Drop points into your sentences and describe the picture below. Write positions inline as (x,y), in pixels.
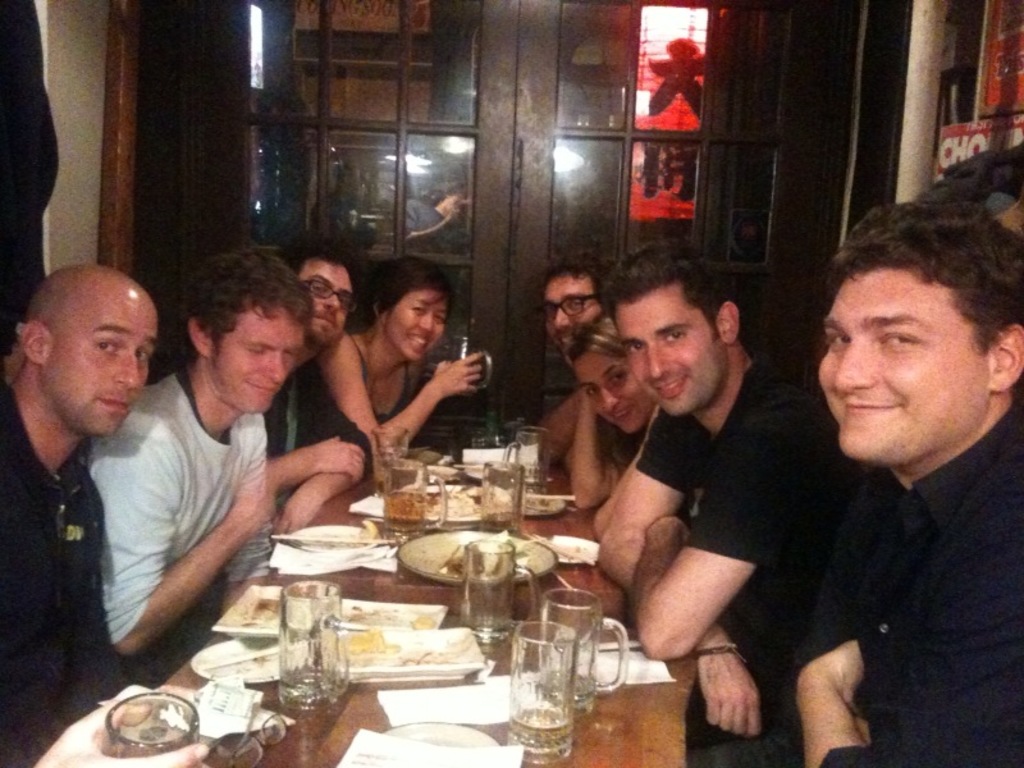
As we can see in the image there is a wall (92,162), door (167,158), group of people (120,304) sitting on chairs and there is a table (674,756). On table (316,748) there are glasses (466,569), plates (379,609), different types of dishes (350,643) and tissues (458,700).
